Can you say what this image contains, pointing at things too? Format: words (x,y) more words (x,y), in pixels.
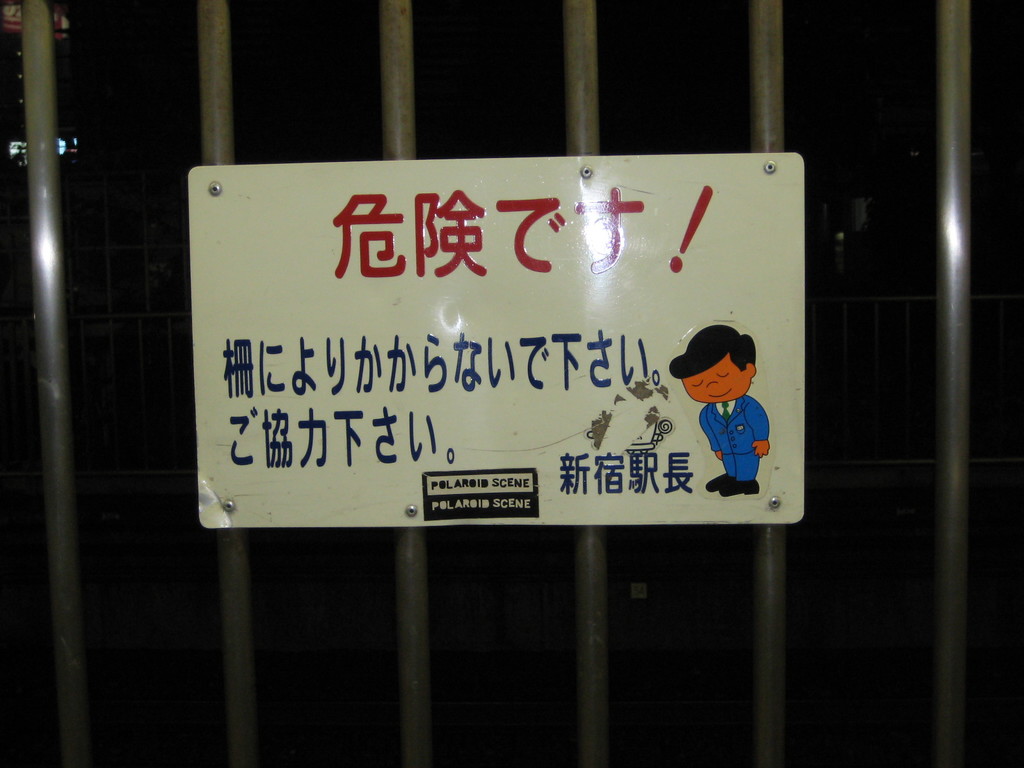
In the image we can see some poles (405,73), on the poles (33,123) there is a sign board (300,181).
